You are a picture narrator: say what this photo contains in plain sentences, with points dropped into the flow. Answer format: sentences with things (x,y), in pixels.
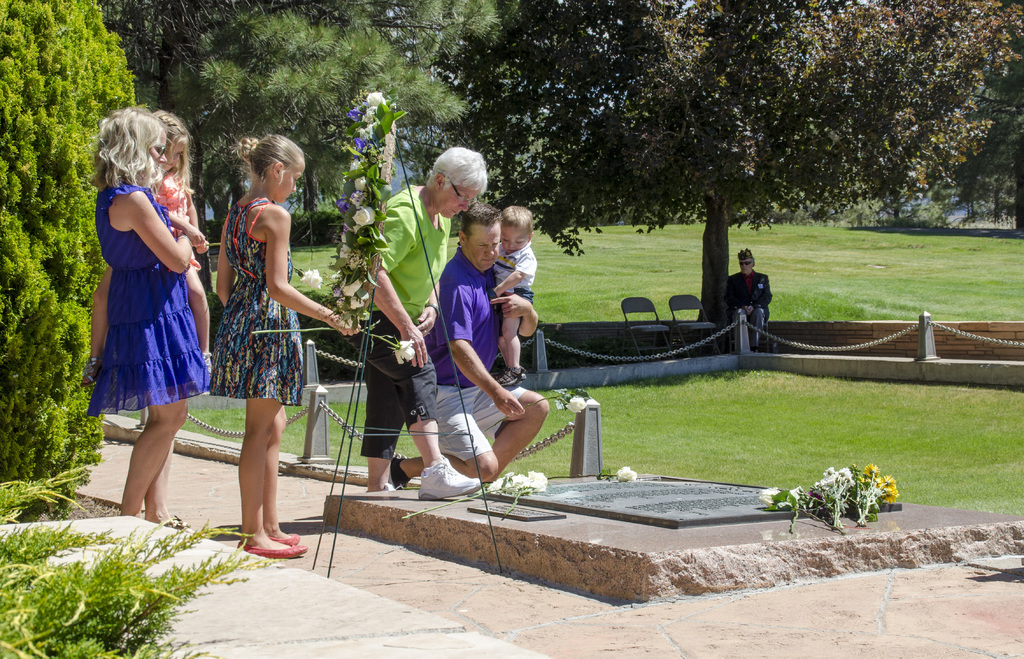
In the picture I can see group of persons (288,351) standing, there is a person (475,440) crouching near the gravestone (586,535) on which there are some flower bouquets (768,497) and in the background of the picture (261,90) there are some trees (219,118), there is a person (746,300) sitting on a chair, there are chairs (683,300).
